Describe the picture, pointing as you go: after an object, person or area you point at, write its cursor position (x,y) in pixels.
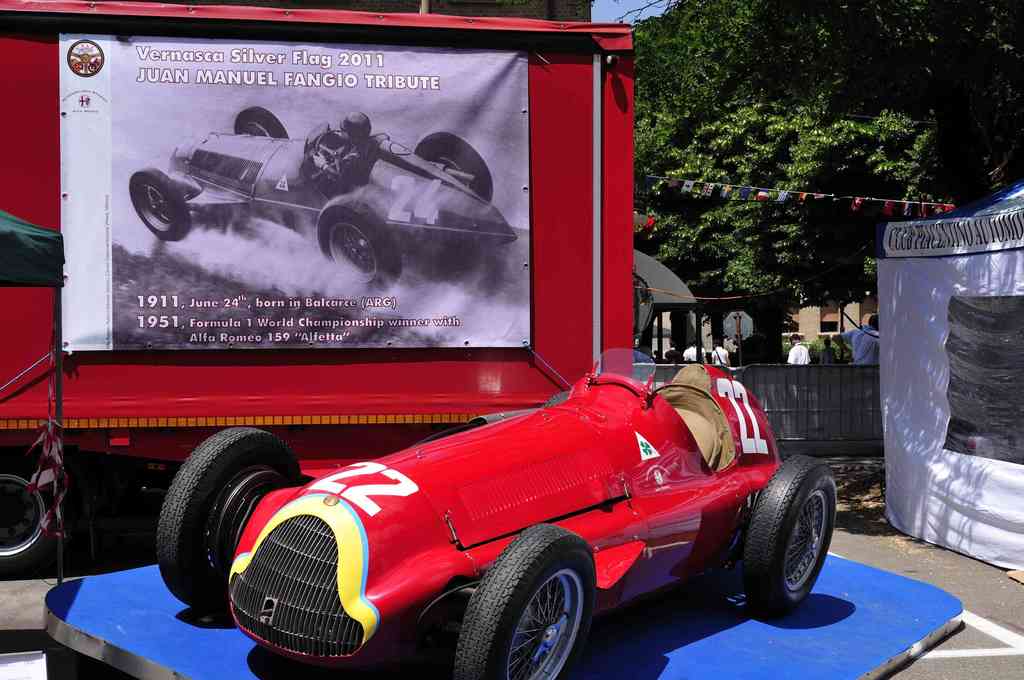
In this image we can see sky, trees (816,123), persons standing on the road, motor vehicles (466,399), advertisement boards (419,232) and tents (949,362).
